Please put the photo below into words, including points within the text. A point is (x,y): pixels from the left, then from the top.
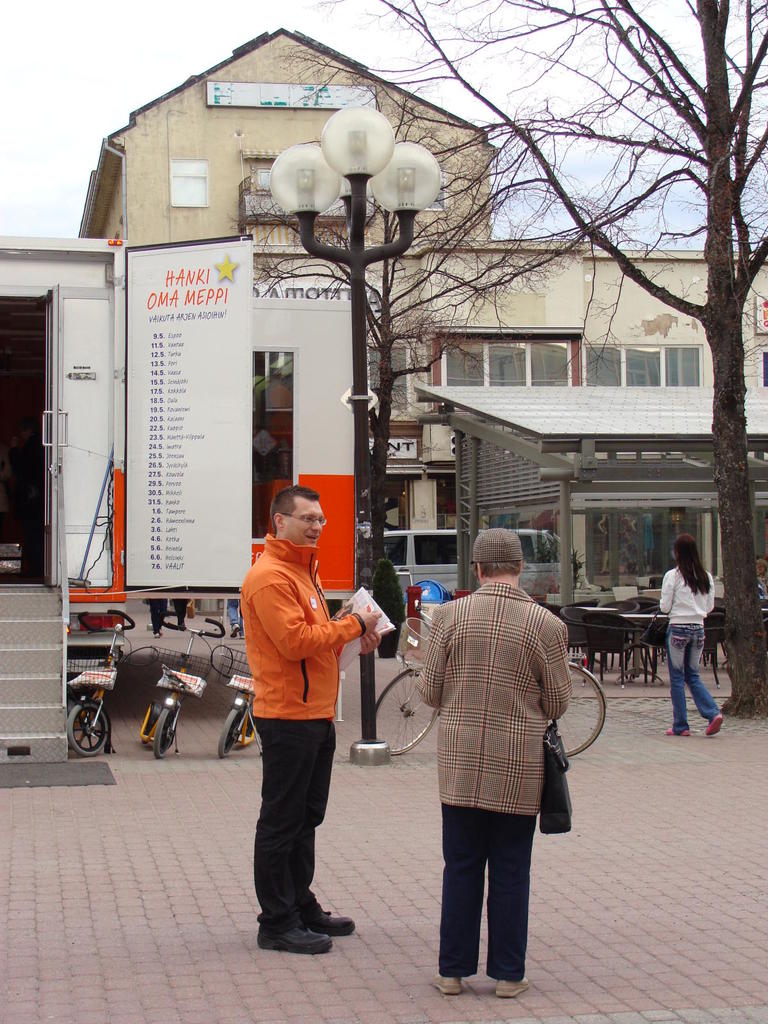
In the picture there is a building (429,344) and in front of the building (442,500) there is a vehicle (435,562), in the front there are two men (367,646) standing and talking to each other and behind them there is a light pole (352,319), in the left side (196,663) there are few cycles (185,655) and in the right side (694,645) a woman (680,643) is walking on the path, in front of her there are many tables (592,607) and chairs (718,607). Next to that there is a tall tree (739,375).
